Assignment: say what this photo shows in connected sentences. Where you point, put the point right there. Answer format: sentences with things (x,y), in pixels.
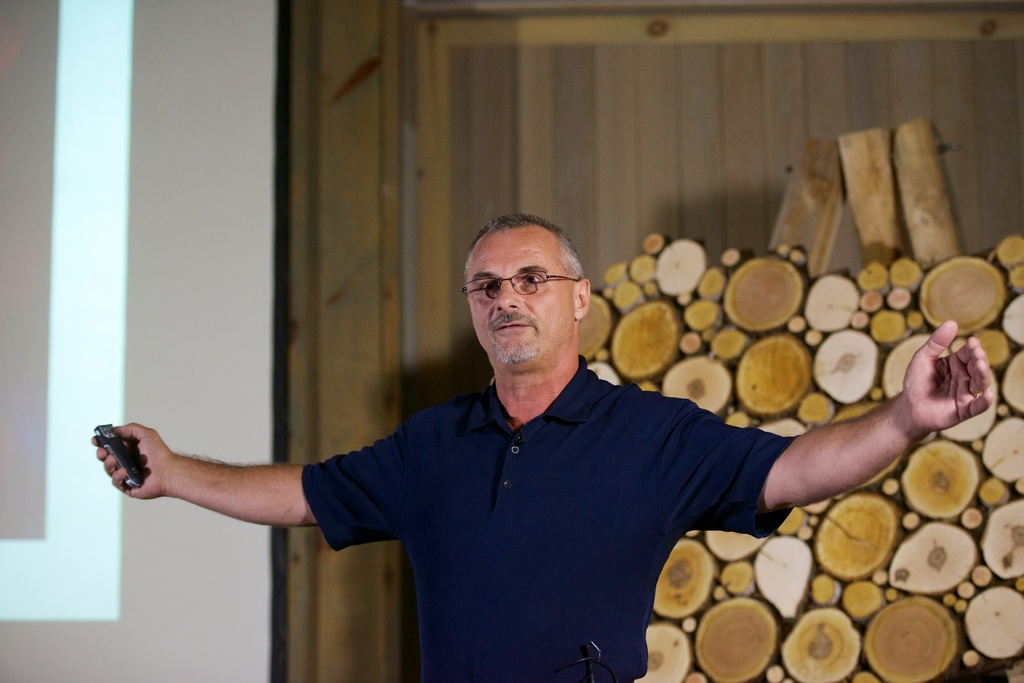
As we can see in the image there is a wall (645,14). A person (600,464) wearing blue color t shirt (554,506) and spectacles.
